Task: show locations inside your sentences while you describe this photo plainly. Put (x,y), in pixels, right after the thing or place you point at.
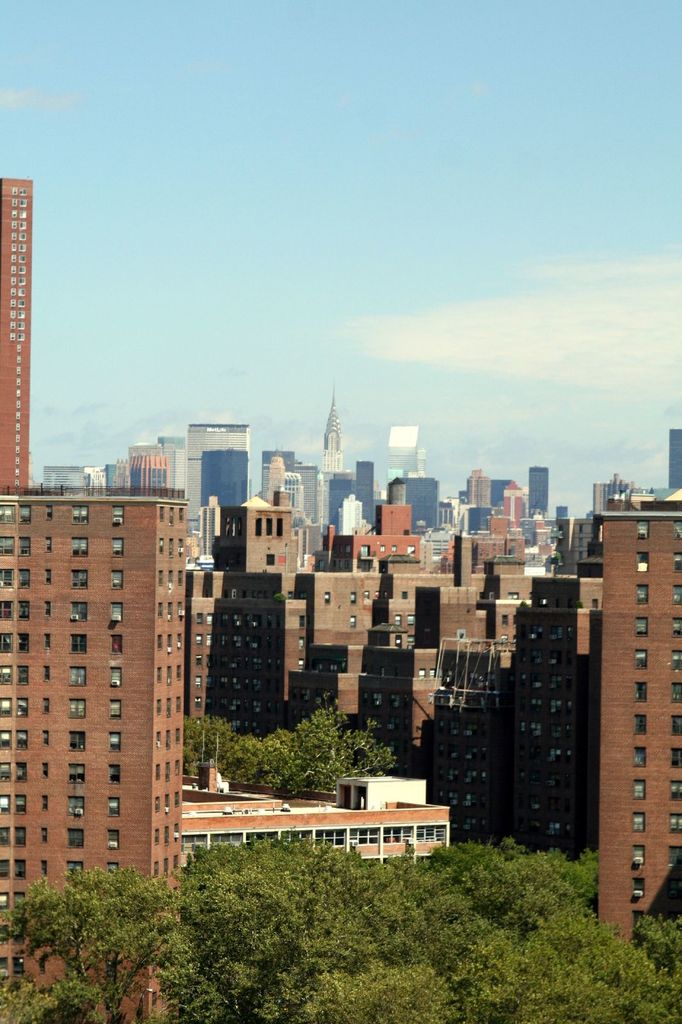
In this image we can see the buildings (311,625). In front of the building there are trees (307,761) and sky (411,233) in the background (493,379).
